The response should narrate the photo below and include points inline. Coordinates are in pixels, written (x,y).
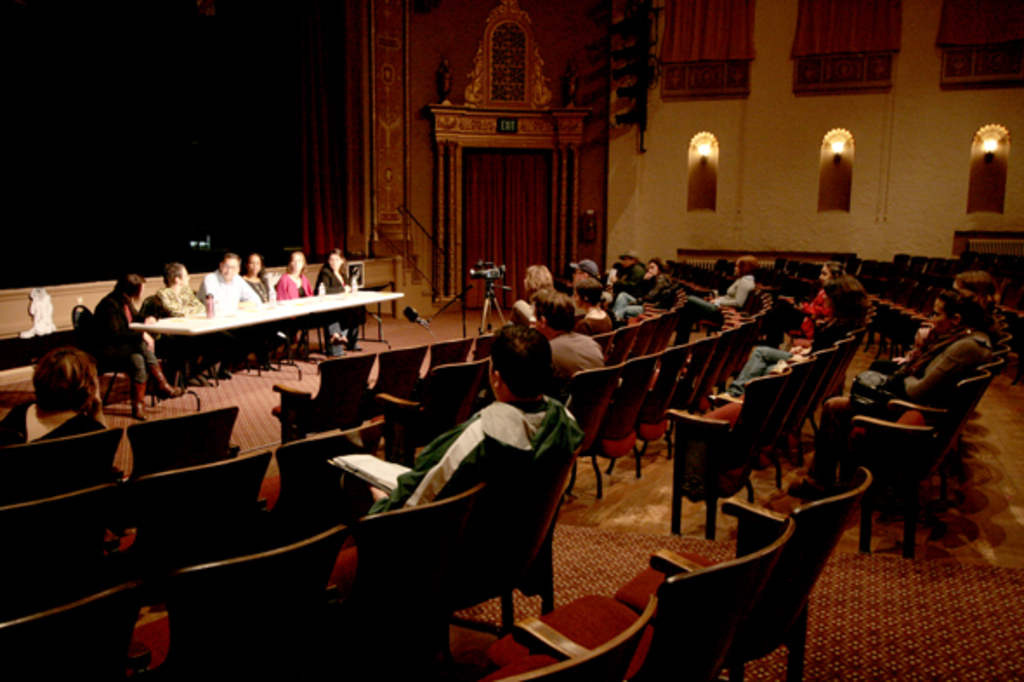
In the picture I can see these people (923,326) are sitting on the chairs (341,599) and here I can see a video camera (501,277) is fixed to the tripod stand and these people (292,282) are sitting on the chairs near the table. In the background (504,234), I can see lamps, curtains (477,191), steps (431,293), exit board (510,123) and the left side of the image (144,134) is dark.
